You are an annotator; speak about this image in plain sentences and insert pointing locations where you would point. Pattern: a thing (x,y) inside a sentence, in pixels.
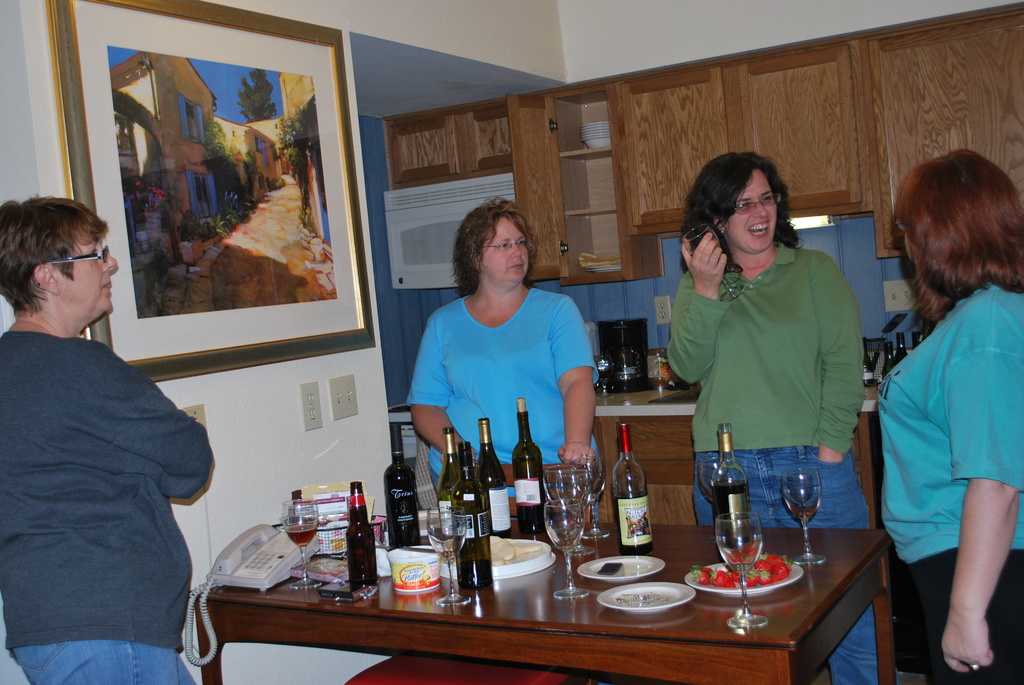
4 women (939,518) are standing around the table (625,627) there are wine glasses (735,560) and plates (667,608) there is a wall painting photo (256,318) on the wall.
